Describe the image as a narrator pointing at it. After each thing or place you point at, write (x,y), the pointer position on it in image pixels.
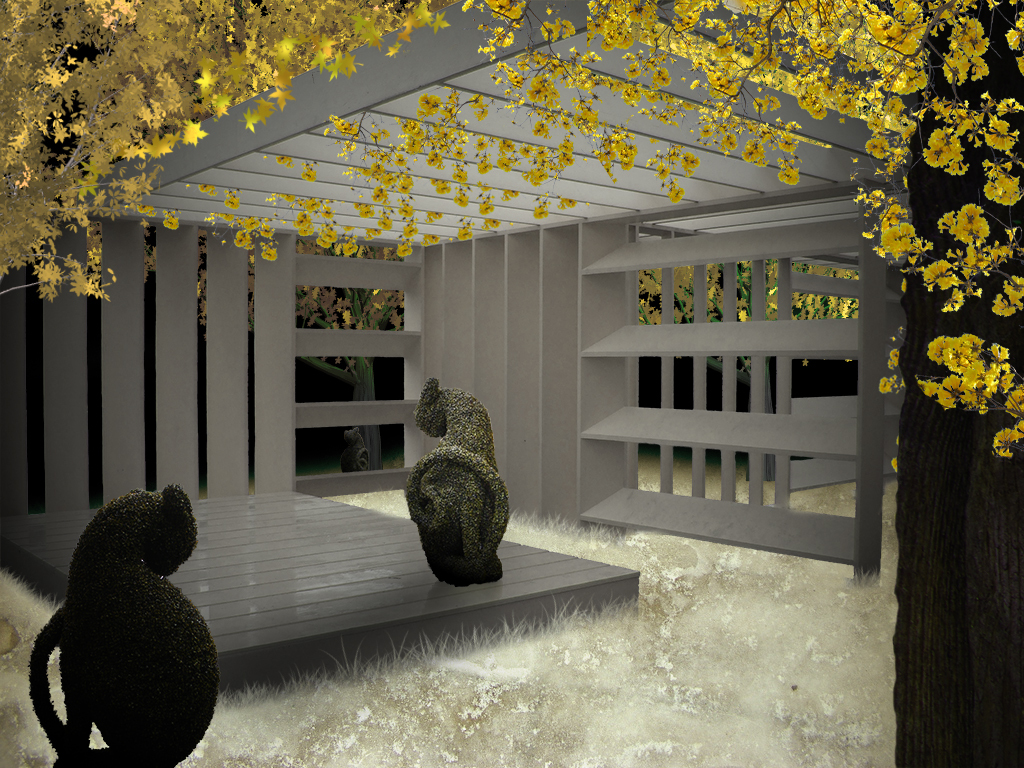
This is looking like an edited image. On the right side (968,438) there is a tree trunk (962,616). Here I can see few wooden racks (812,343). At the top of this image (194,76) I can see the leaves (251,77) and flowers (630,78) which are in yellow color.
